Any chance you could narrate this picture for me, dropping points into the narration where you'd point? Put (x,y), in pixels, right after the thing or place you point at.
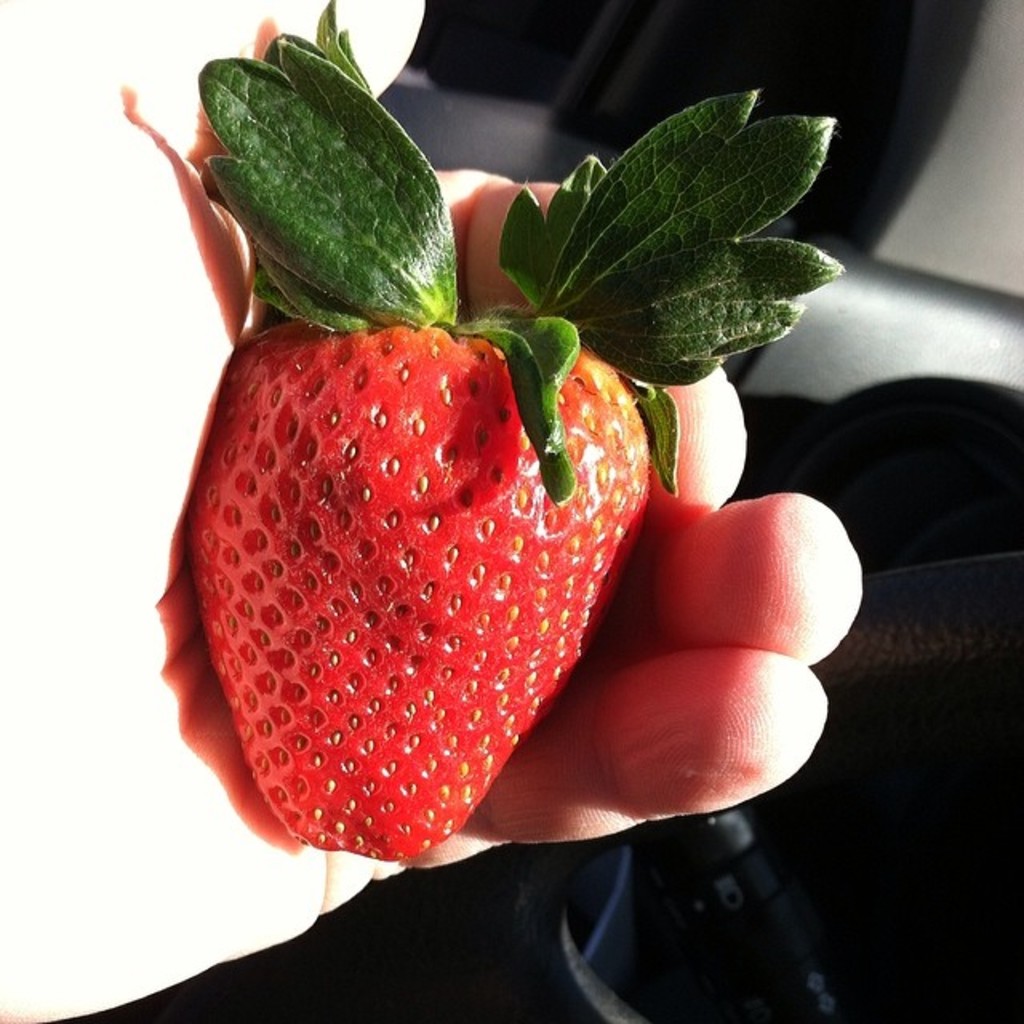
In this image there is a hand (147,814) of a person (95,665) holding a strawberry (460,524). At the top (531,70) there is a car interior (797,55). At the bottom (756,870) there is a object (775,872).
